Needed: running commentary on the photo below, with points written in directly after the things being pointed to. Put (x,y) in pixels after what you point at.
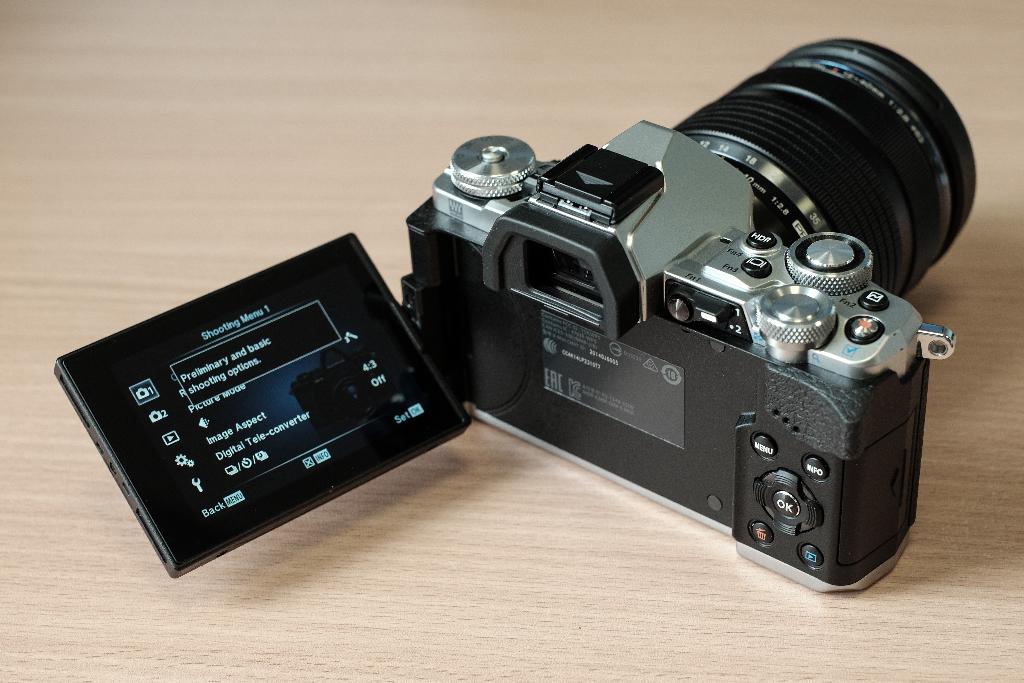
In the center of the image (627,413) there is a camera (826,175) on the table (328,210).
